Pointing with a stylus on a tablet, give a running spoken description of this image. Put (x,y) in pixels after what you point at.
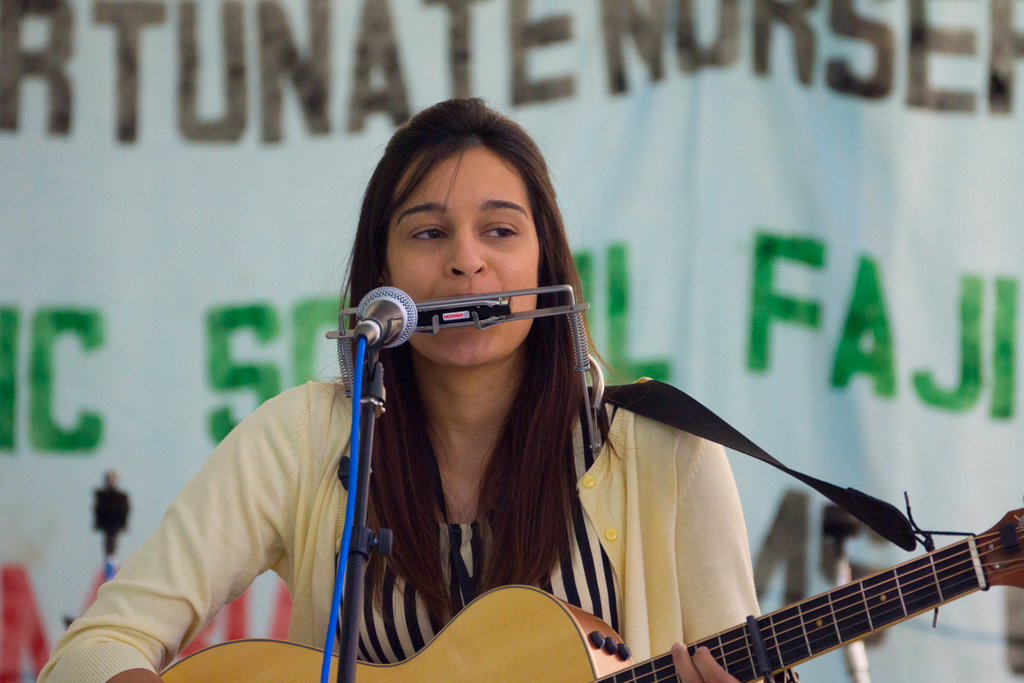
In this picture there is a woman (224,524) singing and also she is playing a guitar (892,614).
